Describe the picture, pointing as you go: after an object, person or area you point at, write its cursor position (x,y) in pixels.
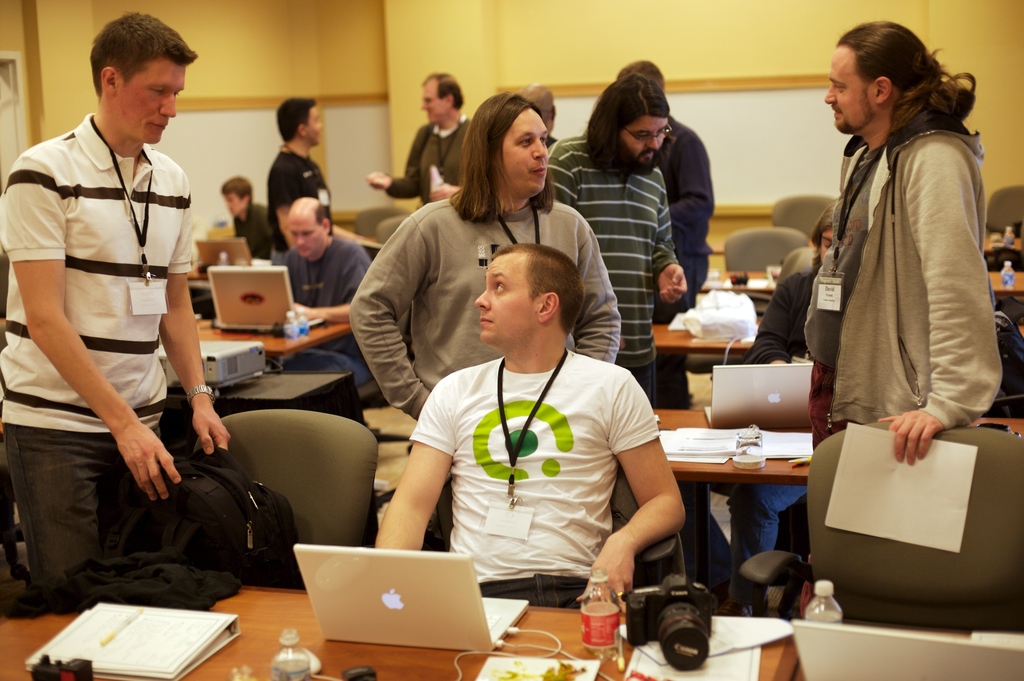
This picture is clicked inside the room (424,19). The man (626,447) in the middle of the picture (539,437) wearing white T-shirt (591,398) is sitting on the chair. In front of him, we see a table (270,589) on which laptop (365,611), files (99,631), papers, water bottles (285,656) and camera (635,590) are placed. He is looking at the man (184,373) who is standing beside him. Behind them, we see people (666,260) are standing. We even see people (331,269) are sitting on the chairs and in front of them, we see tables (752,434) on which laptops (771,416), papers (725,443) and water bottles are placed. In the background (329,82), we see a yellow color wall (378,70).
